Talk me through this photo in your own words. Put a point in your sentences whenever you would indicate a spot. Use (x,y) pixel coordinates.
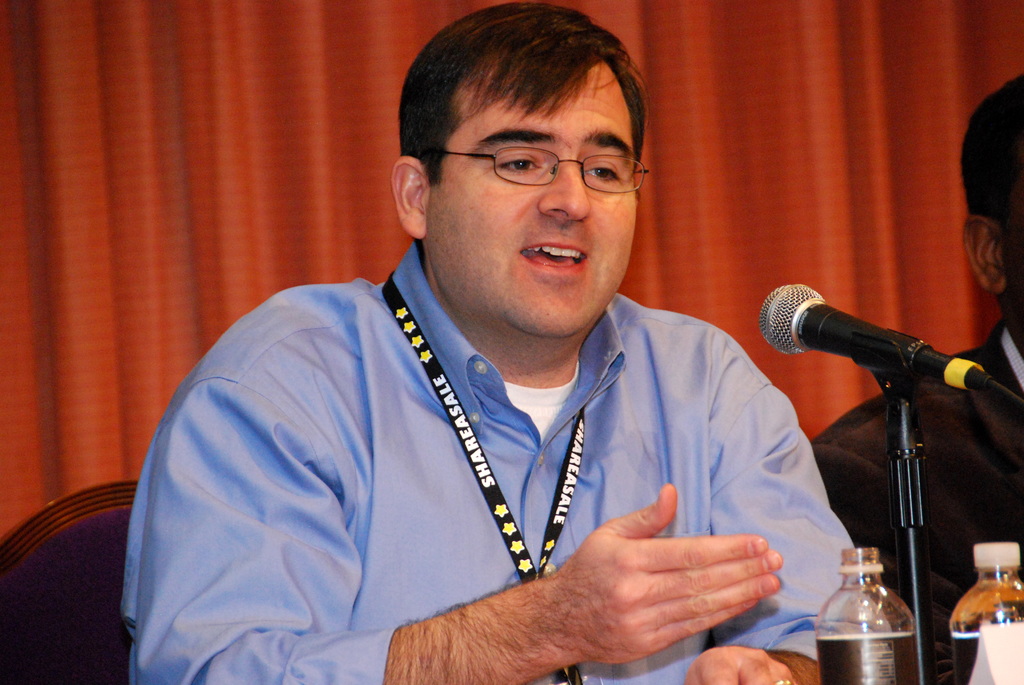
In this image I see a man (487,355) who is wearing blue shirt (429,303) and I see a tag (486,468) on his neck (516,361) on which there is something written and I see the stars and I see 2 bottles (884,593) and I see a mic (866,353) on this tripod (914,481) and I see that he is sitting on a chair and I see another person (980,277) over here. In the background (843,219) I see the orange color curtain (820,126).
